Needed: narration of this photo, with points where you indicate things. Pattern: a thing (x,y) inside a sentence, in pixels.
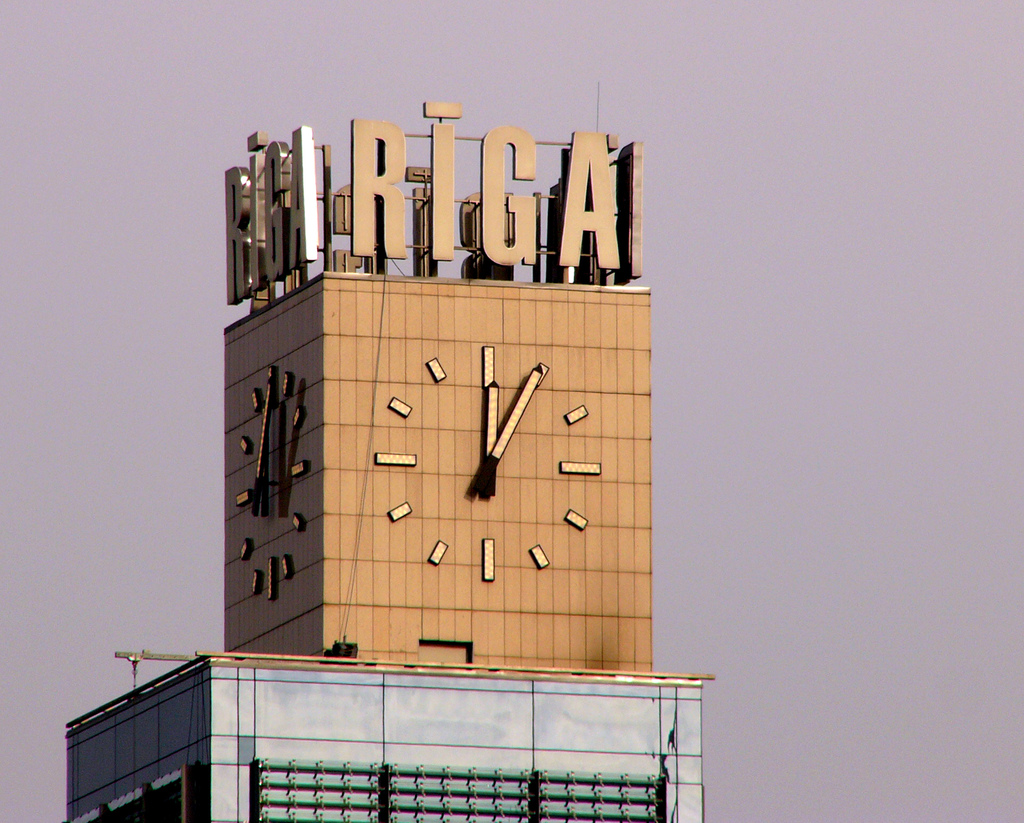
In the picture I can see the glass building (506,730) and I can see the clock design (264,462) on the wall (615,415) at the top of the building (612,498). There are no clouds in the sky (815,363).
